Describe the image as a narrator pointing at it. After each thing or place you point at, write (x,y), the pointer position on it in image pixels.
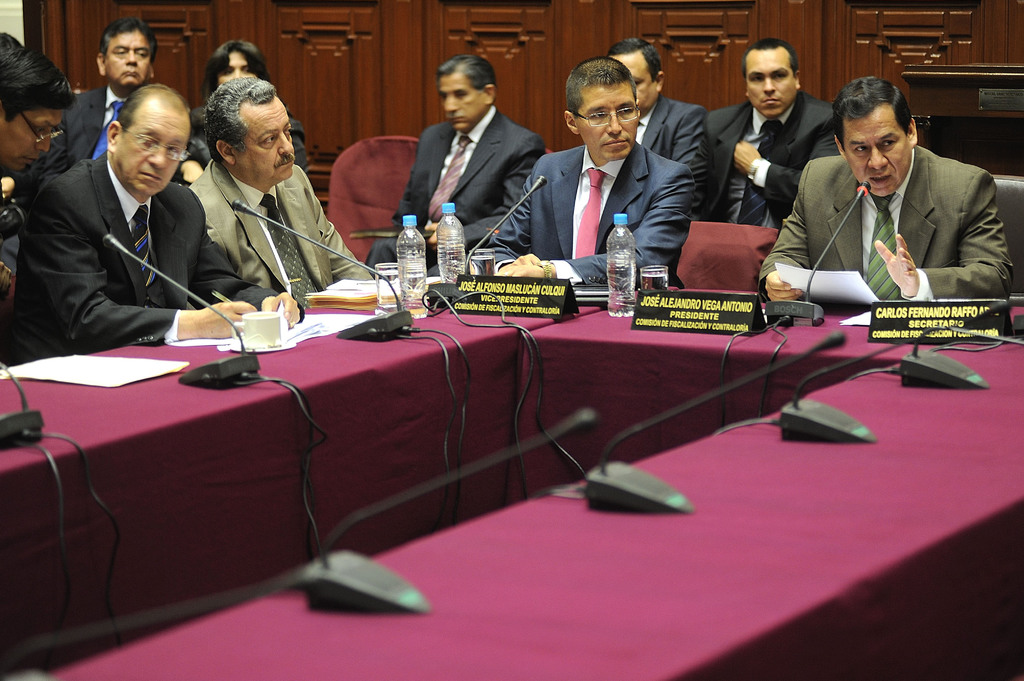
There is a group of people (911,139) who are sitting on a chair (707,275). The person (804,246) on the right side (906,299) is speaking on microphone (795,309). These two people (647,178) are observing the person (857,209) who is speaking.
